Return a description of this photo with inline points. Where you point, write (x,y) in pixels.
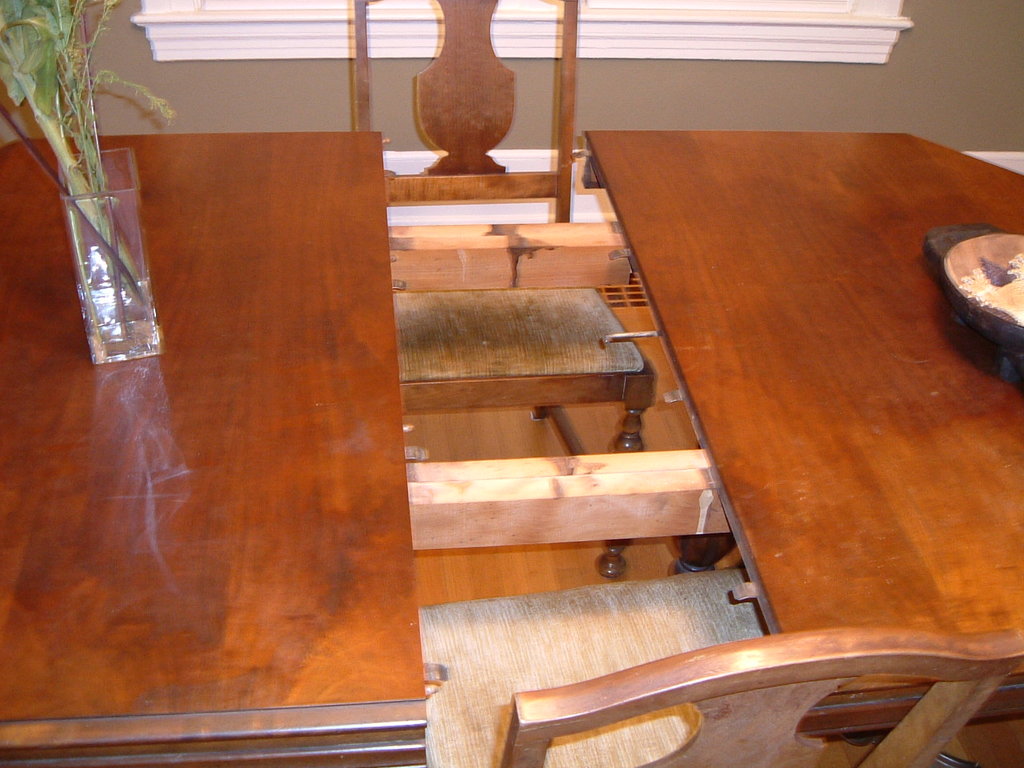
In this picture we can see a table (300,394) and on this table (410,260) we have vase (81,222) with plant (115,249) in it, bowl (963,232) with food (968,297) in it and beside to it we have two chairs (725,679) and in background (266,96) we can see wall (859,76).
